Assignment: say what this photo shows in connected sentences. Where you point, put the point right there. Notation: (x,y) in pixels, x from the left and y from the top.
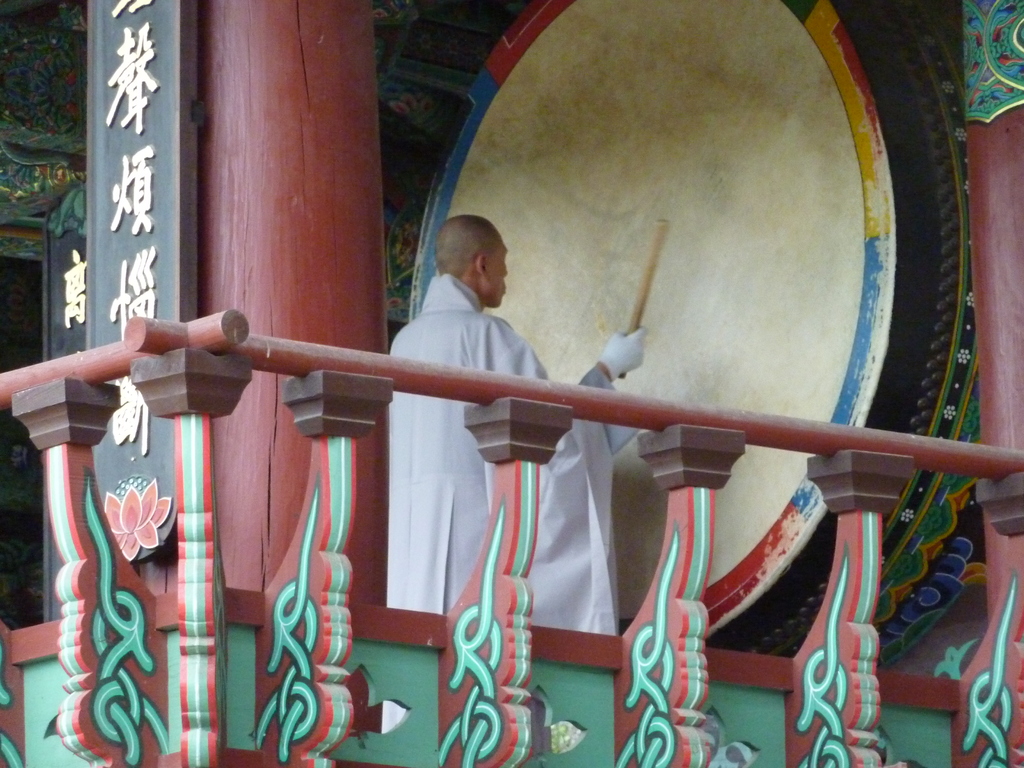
In the middle of the image (389,424) we can see a man (487,300), he is holding a stick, on the left side of the image (88,274) we can see some text (123,396).
